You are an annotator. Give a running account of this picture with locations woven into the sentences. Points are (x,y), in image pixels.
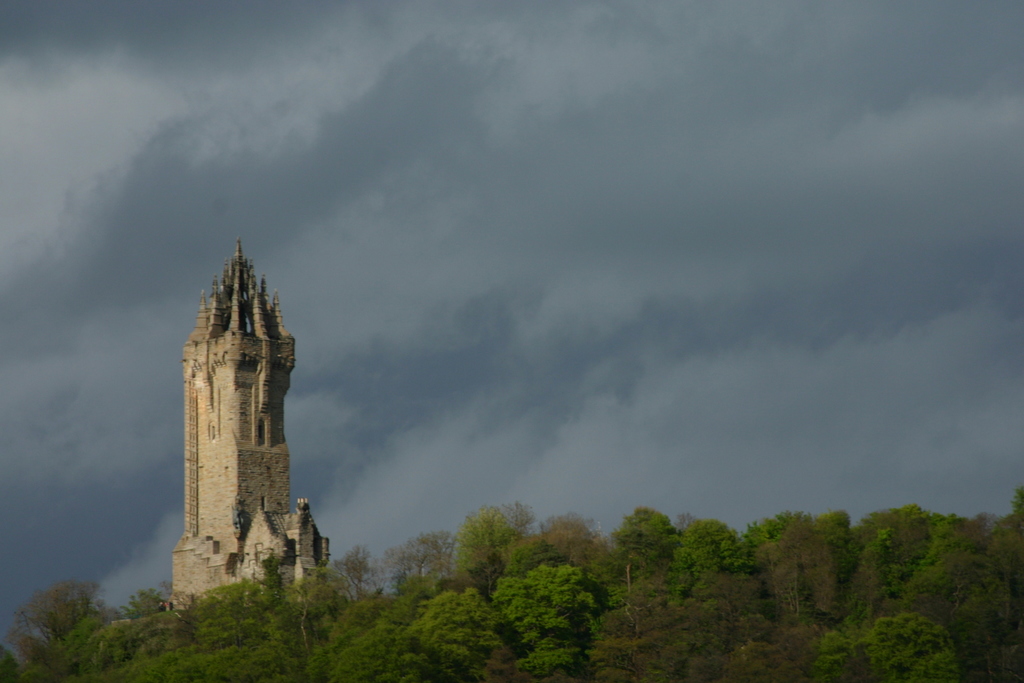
This image is taken outdoors. At the top of the image (185,150) there is the sky (124,360) with clouds (92,310). At the bottom of the image (238,608) there are many trees (448,622) with leaves (576,611), stems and branches (35,640). On the left side of the image (229,478) there is a tower (239,450) with walls (233,503) and carvings (227,306).
